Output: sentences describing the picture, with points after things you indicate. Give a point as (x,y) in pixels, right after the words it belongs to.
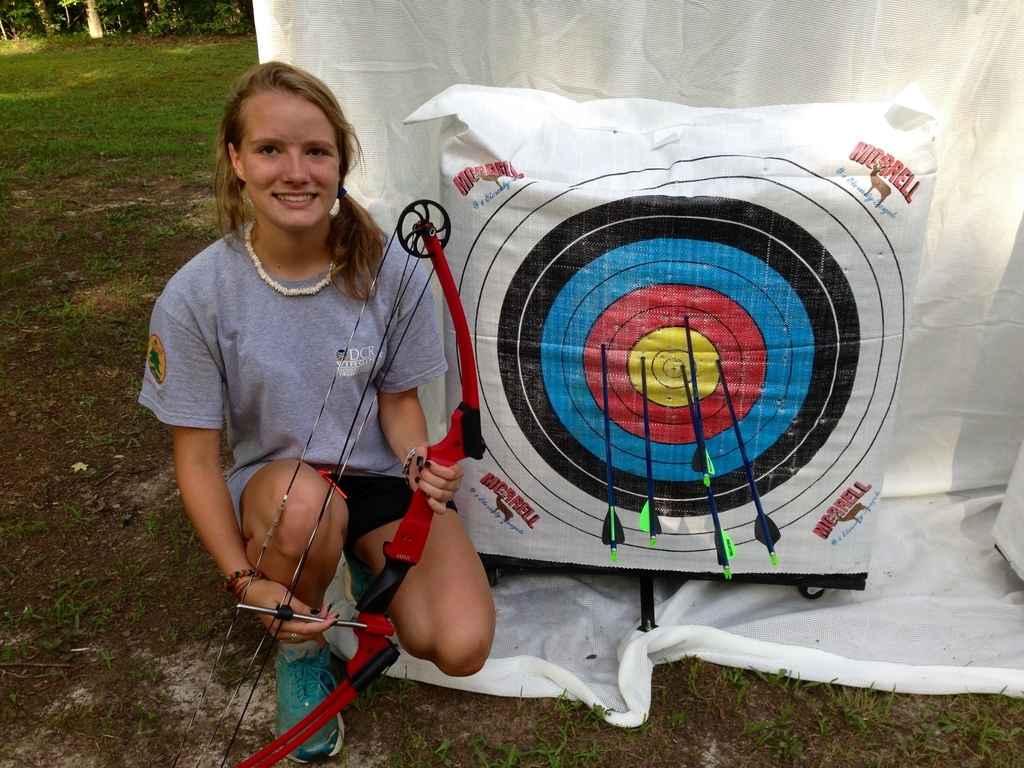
In this image a lady (335,449) holding a bow (416,248) in her hands (312,609), beside the lady (385,308) there is a target board (762,484), in the background (264,15) there is a white cloth (1023,180) and trees (113,30).
